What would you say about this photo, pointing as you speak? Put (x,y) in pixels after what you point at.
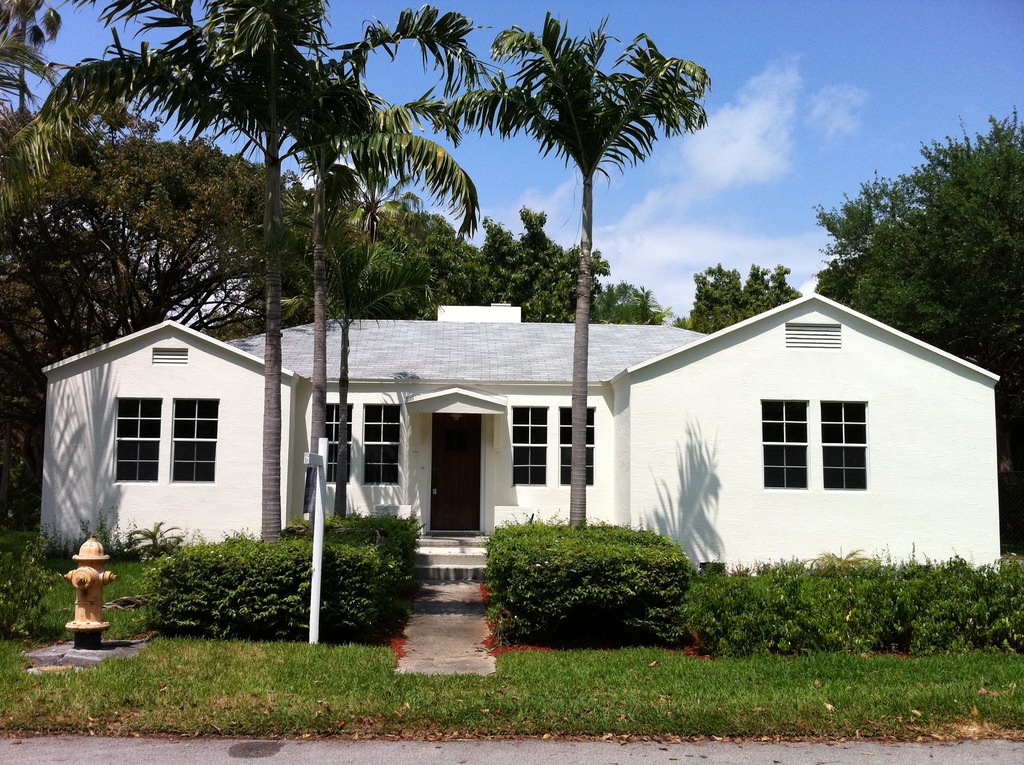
At the bottom of the image (956,671) on the ground (57,638) there is grass (59,573). And also there are small plants (17,590), bushes (304,561) and a standpipe (88,598). There is a house (526,346) with walls (237,419), windows (178,444), roofs (457,358) and a door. In the background (10,311) there are many trees (14,329). At the top of the image (801,100) there is a sky (737,171) with clouds (689,255).
